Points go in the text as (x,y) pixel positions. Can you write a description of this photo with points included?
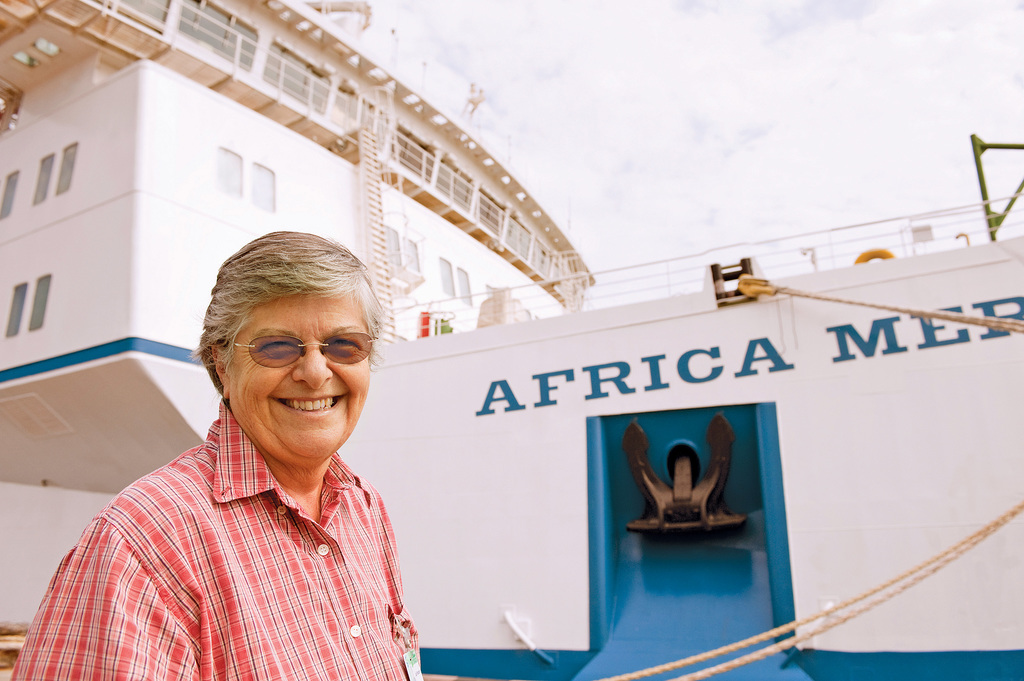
In this image we can see a man (277,409) wearing glasses (350,344) and smiling. In the background (364,257) there is a white color ship (568,445) with text (838,338). We can also see the ropes (835,299). There is sky (775,55) with the clouds (734,132).
